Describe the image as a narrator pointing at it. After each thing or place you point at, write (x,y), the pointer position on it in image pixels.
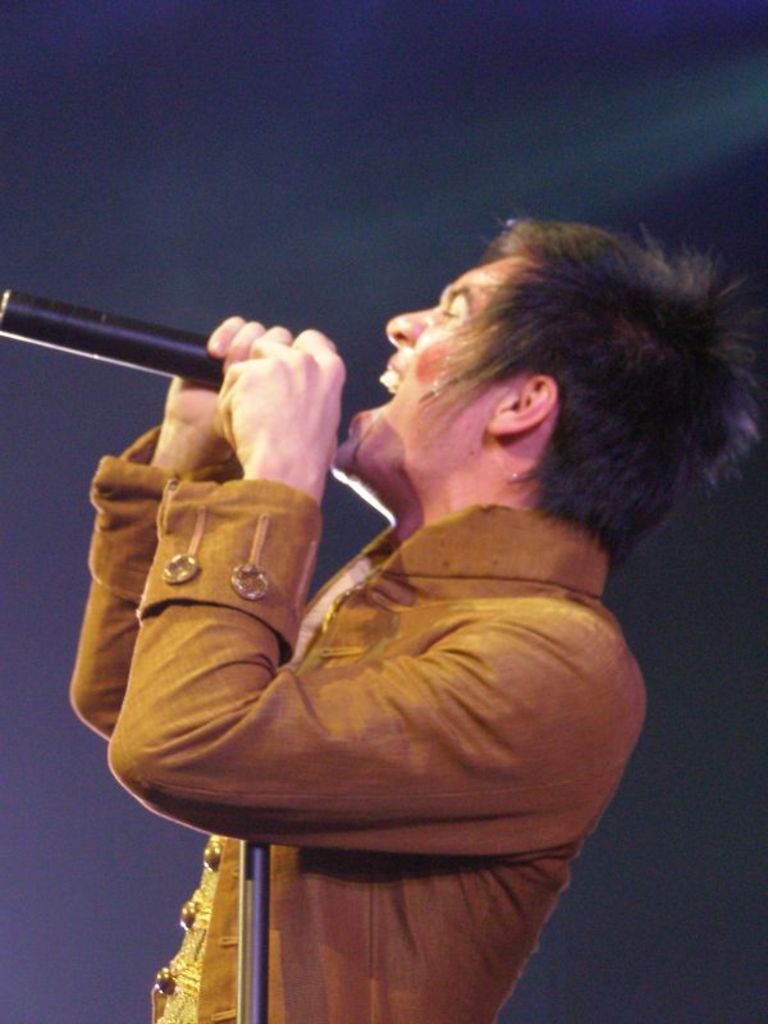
In this image, we can see a person (445,561) holding a microphone (123,358) and singing. The background of the image (24,745) is dark.
